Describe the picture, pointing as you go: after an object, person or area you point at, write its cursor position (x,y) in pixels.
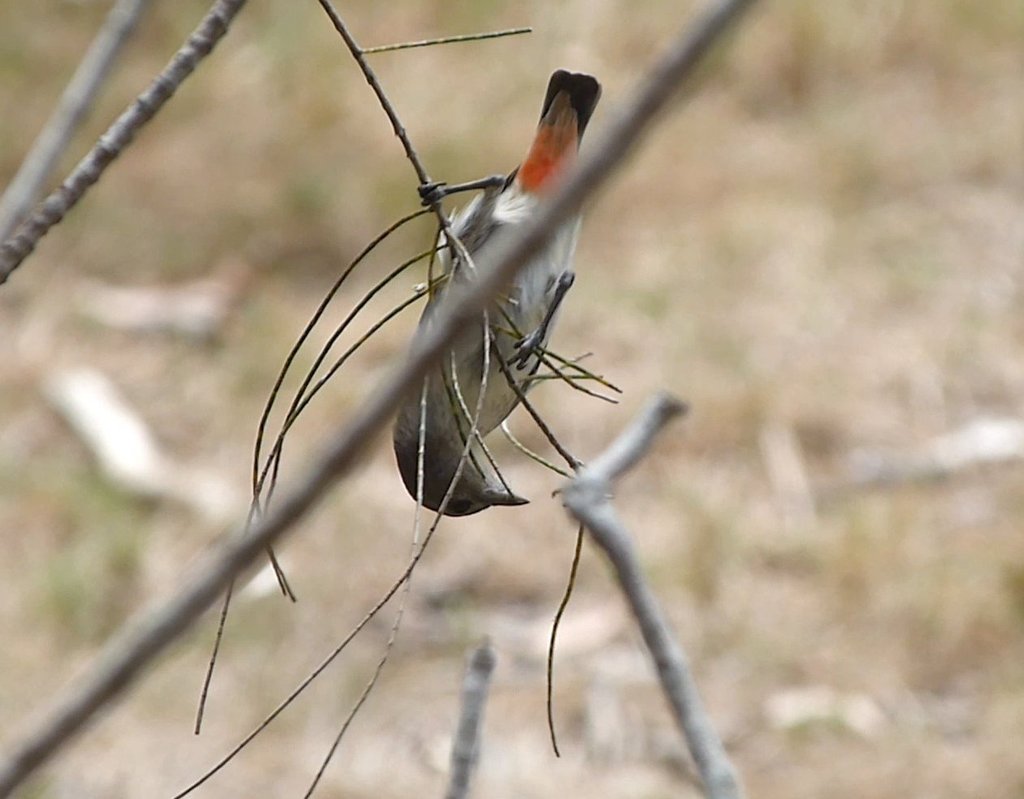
In the foreground of this image (611,468), there is a bird (506,336) on a branch (343,33) and we can also see few branches (286,579) and the background (873,242) image is blurred.
